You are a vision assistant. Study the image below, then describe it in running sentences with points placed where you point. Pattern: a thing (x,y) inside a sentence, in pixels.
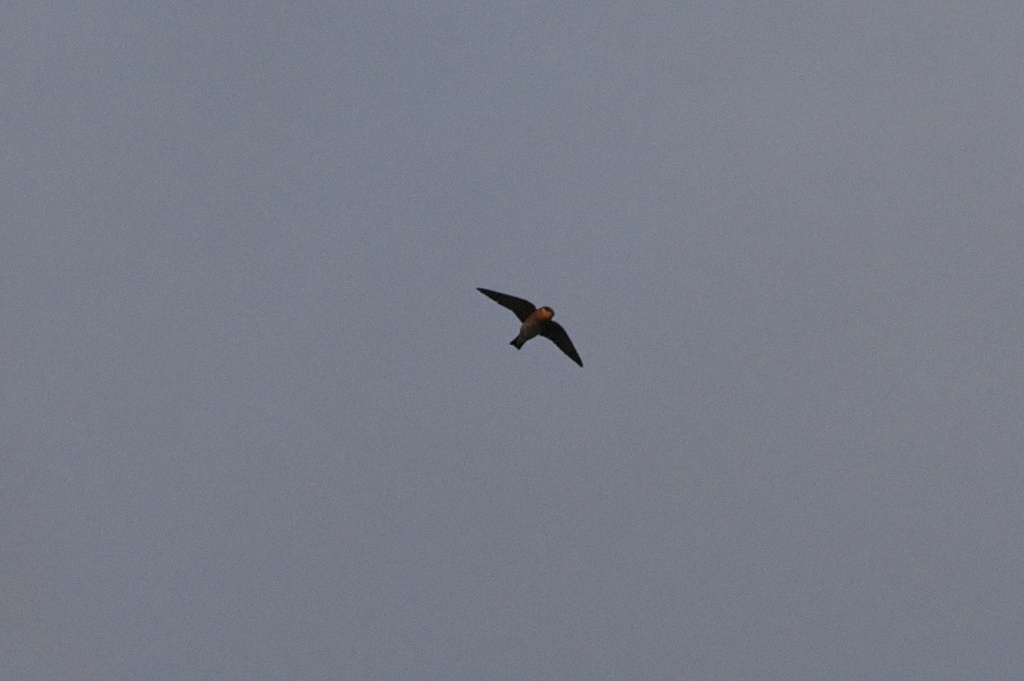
In the foreground of this picture (548,326), there is a bird (545,318) in the air (576,287) and in the background (326,132), there is the sky (195,285).
